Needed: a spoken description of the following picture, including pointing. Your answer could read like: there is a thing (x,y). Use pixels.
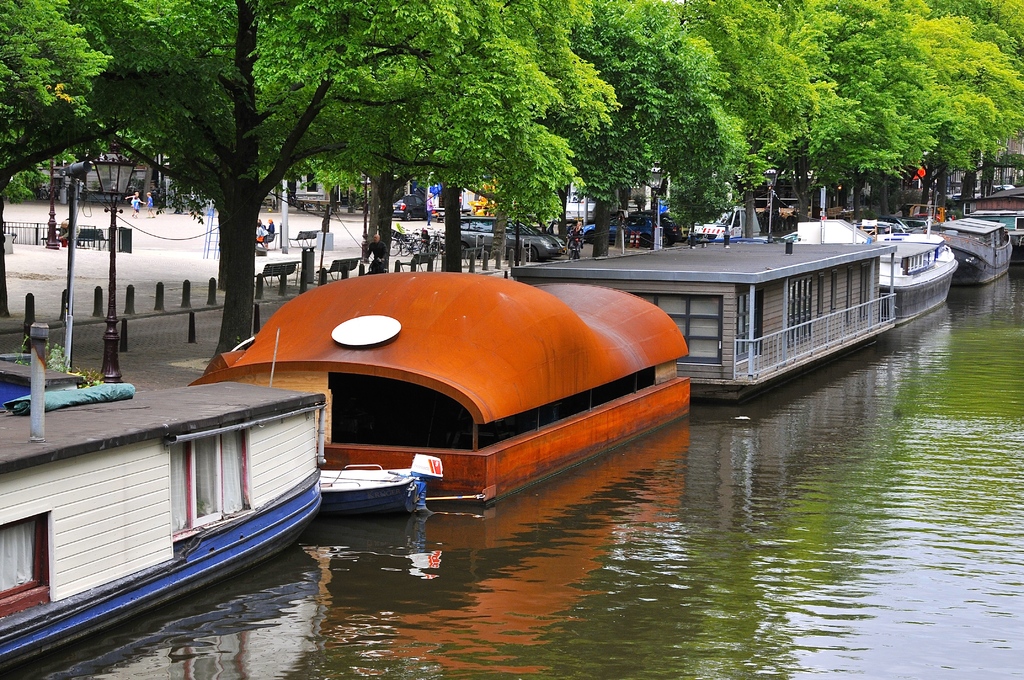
In this image I can see water (890,548) in the front (871,482) and on it I can see number of boats (502,453). In the background (559,91) I can see number of trees (356,141), few vehicles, few buildings (159,175) and few people (138,208).
